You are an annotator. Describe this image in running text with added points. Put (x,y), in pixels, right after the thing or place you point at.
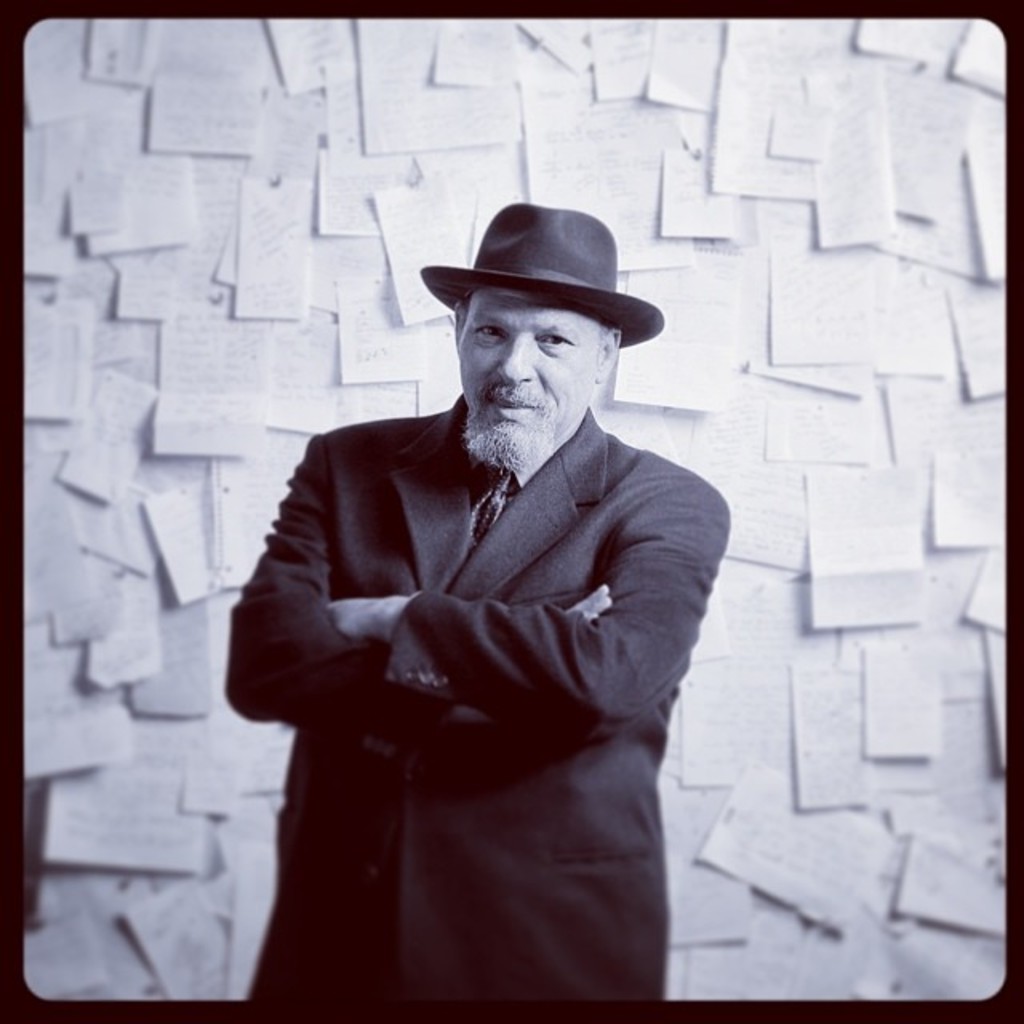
This is an edited black and white picture where we can see a man (508,750) in suit (564,503) and hat (532,272) is standing in the front (540,288) and in the background (907,551), there are many papers (363,140) seems to be pasted on the wall (178,485).
